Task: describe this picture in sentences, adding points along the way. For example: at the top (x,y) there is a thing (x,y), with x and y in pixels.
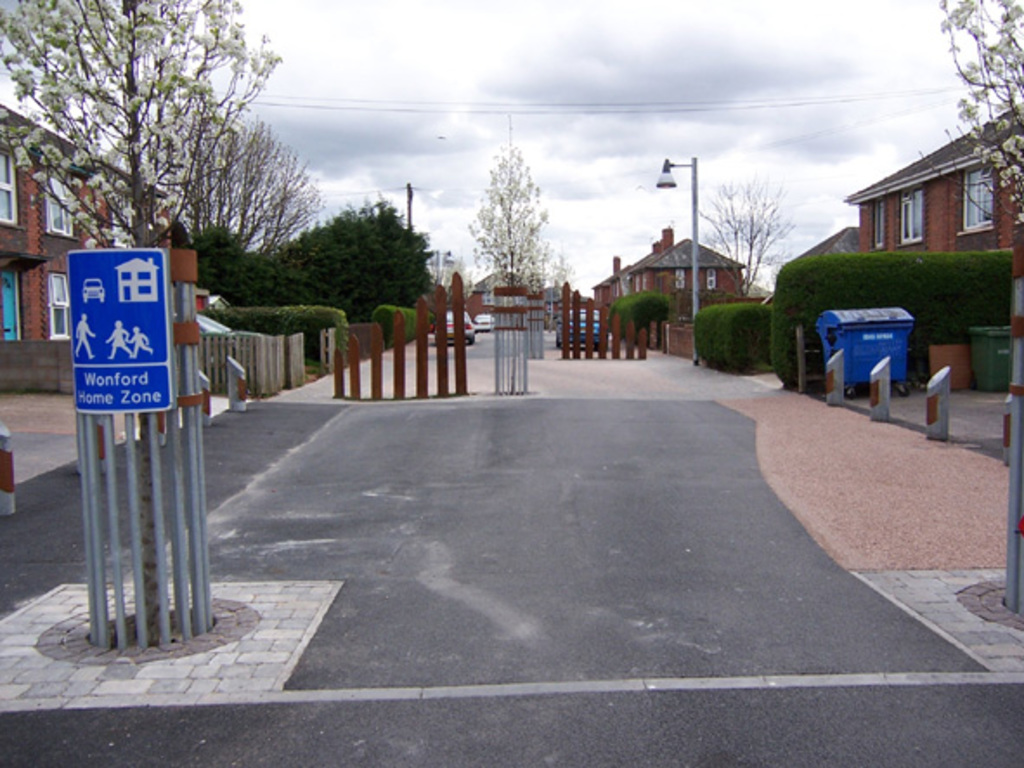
In this picture I can observe a road (479,442). On the right side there is a tree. I can observe some buildings (18,225) and trees (1021,187) in this picture. In the background (455,63) I can observe some clouds (510,96) in the sky (500,99).
